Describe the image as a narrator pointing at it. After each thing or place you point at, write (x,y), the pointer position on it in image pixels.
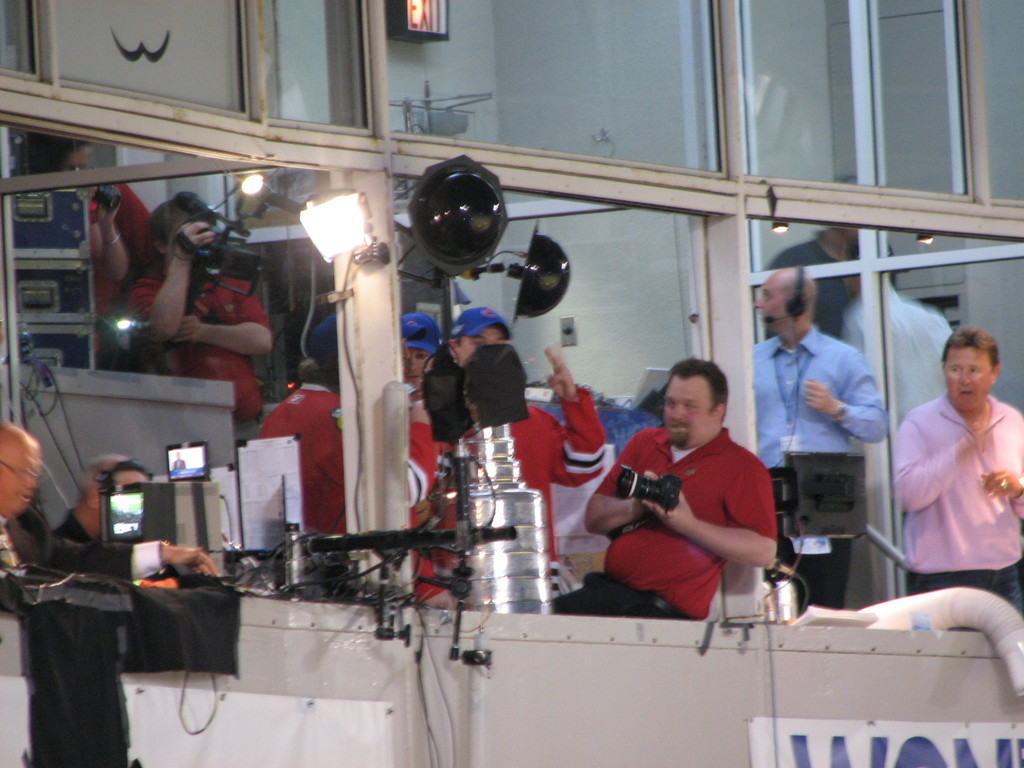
This picture shows the inner view of a room (635,93) and there is one exit board (415,31), two T. V's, two paper boards (273,498), two banners (991,755). There are so many lights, some people (774,327) are standing and holding some objects (99,204). So many objects (153,523) are on the surface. Glass window (275,198) is there, two persons (31,521) are sitting near to the table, so many objects (531,542) are on the table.
